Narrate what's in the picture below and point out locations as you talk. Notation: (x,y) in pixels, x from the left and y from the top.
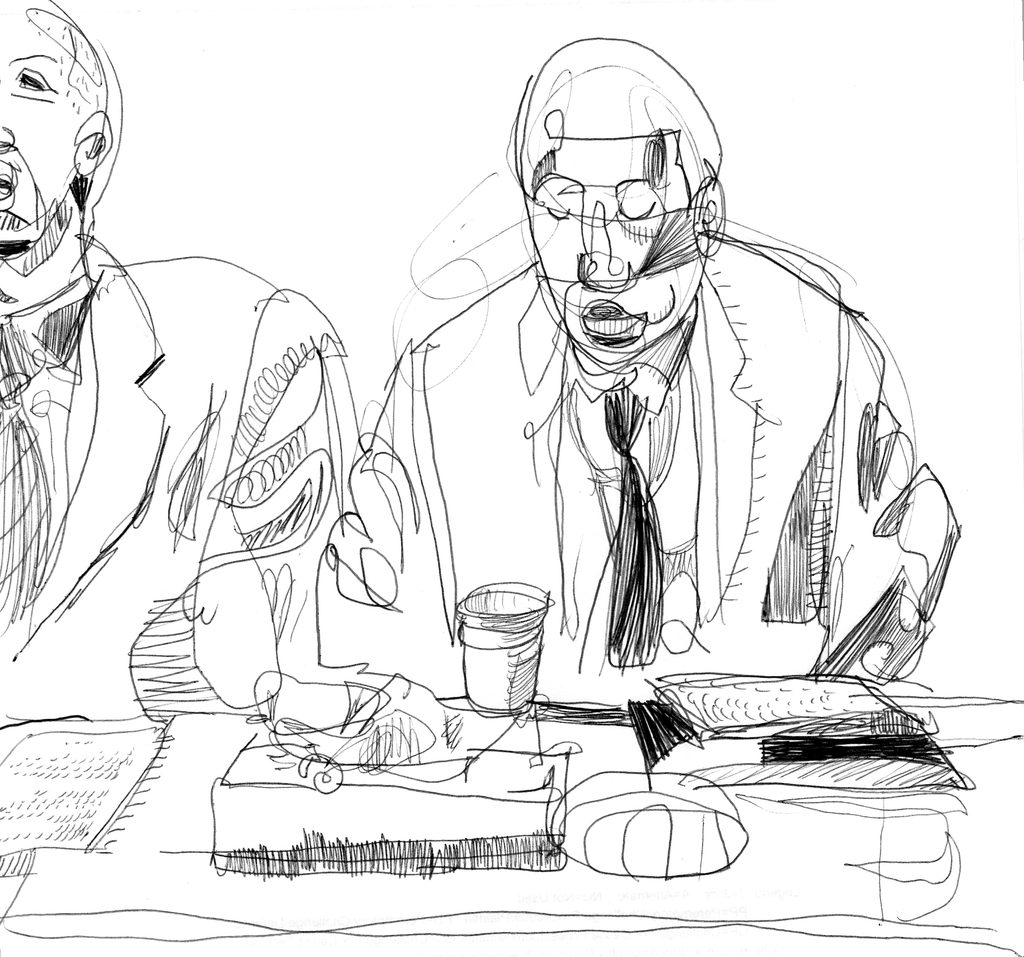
In this image we can see there is a sketch (364,538) of two persons (412,450).
